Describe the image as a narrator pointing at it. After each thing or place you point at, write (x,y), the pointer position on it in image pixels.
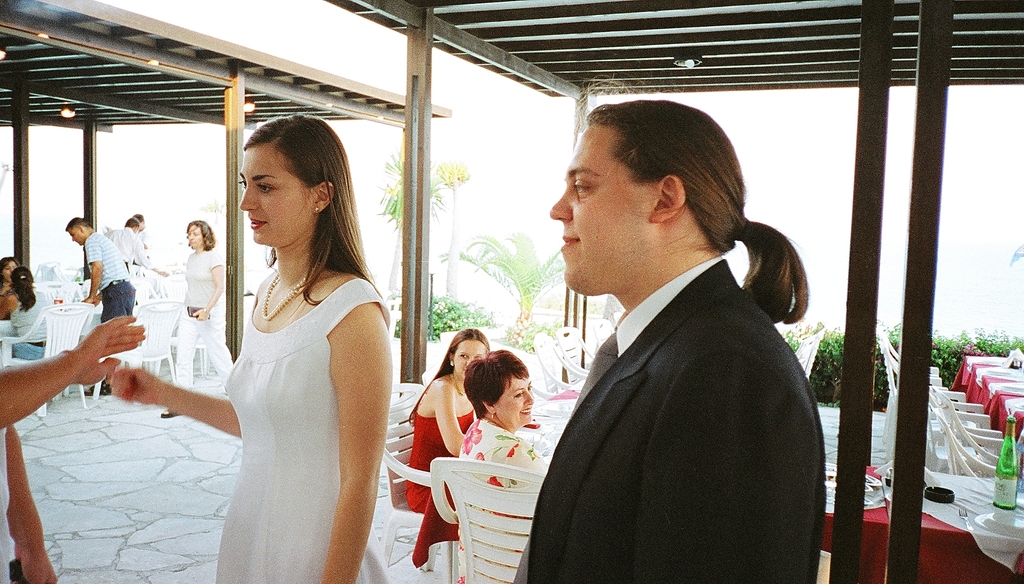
In this image, we can see persons (358,298) and some chairs (934,381). There are two persons (477,404) at the bottom of the image (436,415) sitting on chairs (486,541). There are wooden shelters (491,44) at the top of the image (539,68). There are some plants (537,303) in the middle of the image (392,200).
